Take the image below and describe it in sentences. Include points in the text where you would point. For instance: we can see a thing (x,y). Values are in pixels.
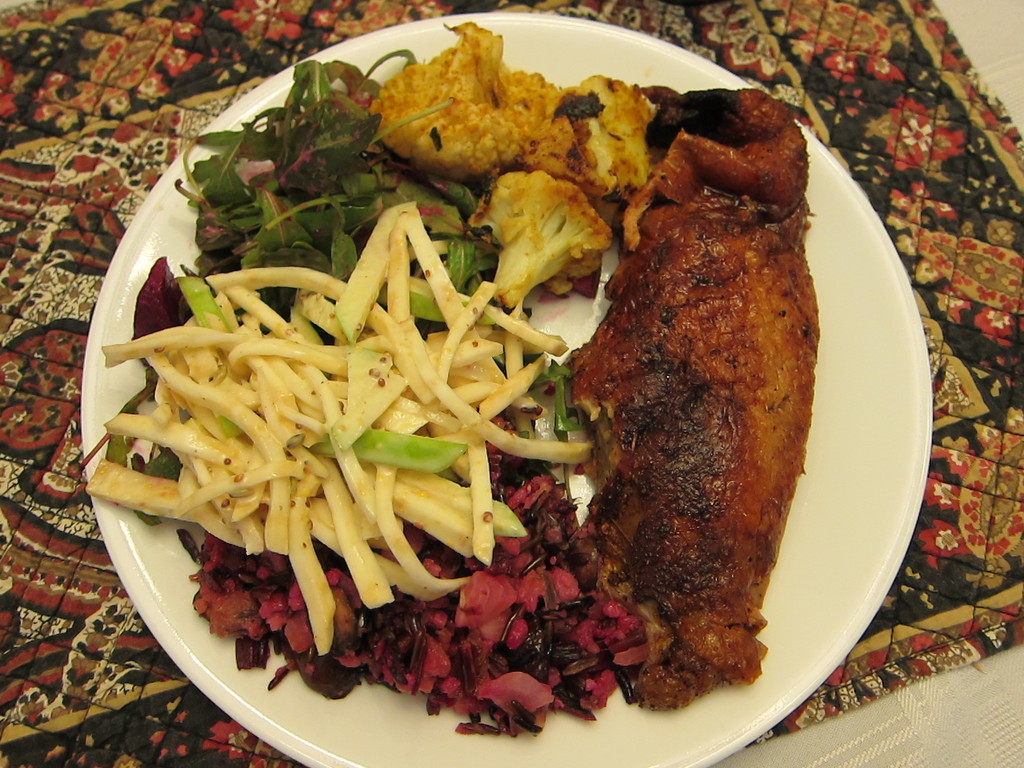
In this image I can see food items (432,341) on a plate (494,18), which is placed on a table mat (967,270) or on a cloth (952,412).
